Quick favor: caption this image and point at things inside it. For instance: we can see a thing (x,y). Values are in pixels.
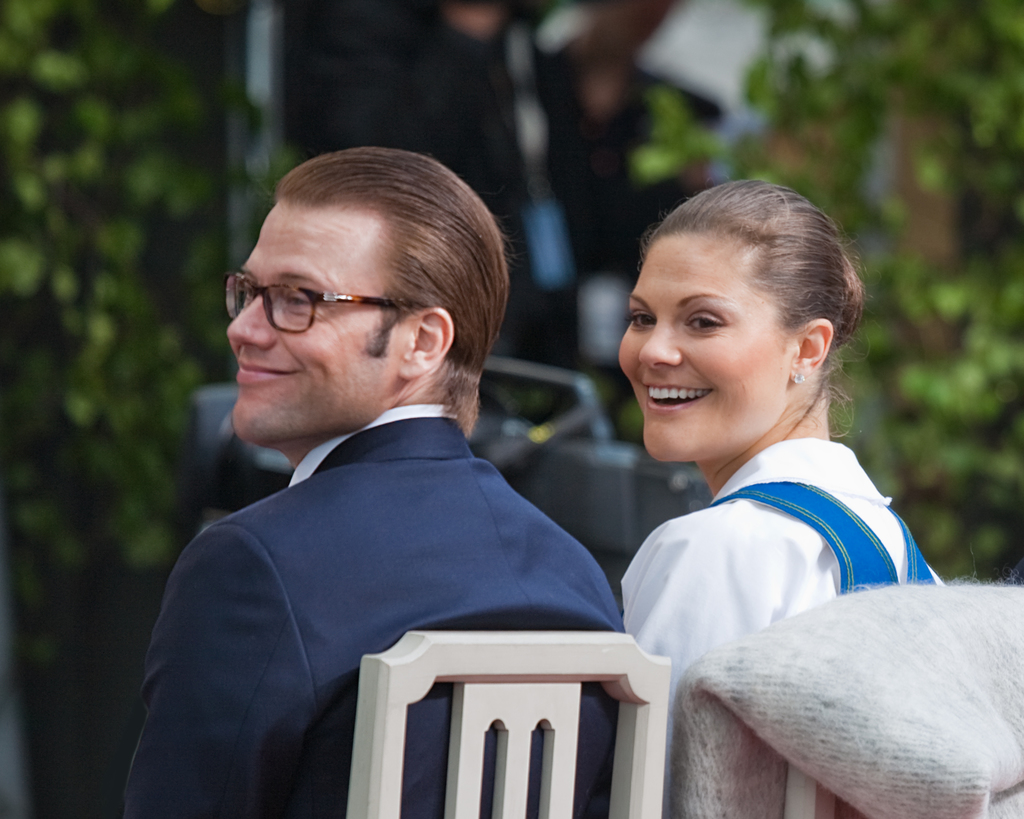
In this picture we can see one man (387,404), woman (667,566) sitting on the chairs (552,766), around we can see some trees (75,470).
